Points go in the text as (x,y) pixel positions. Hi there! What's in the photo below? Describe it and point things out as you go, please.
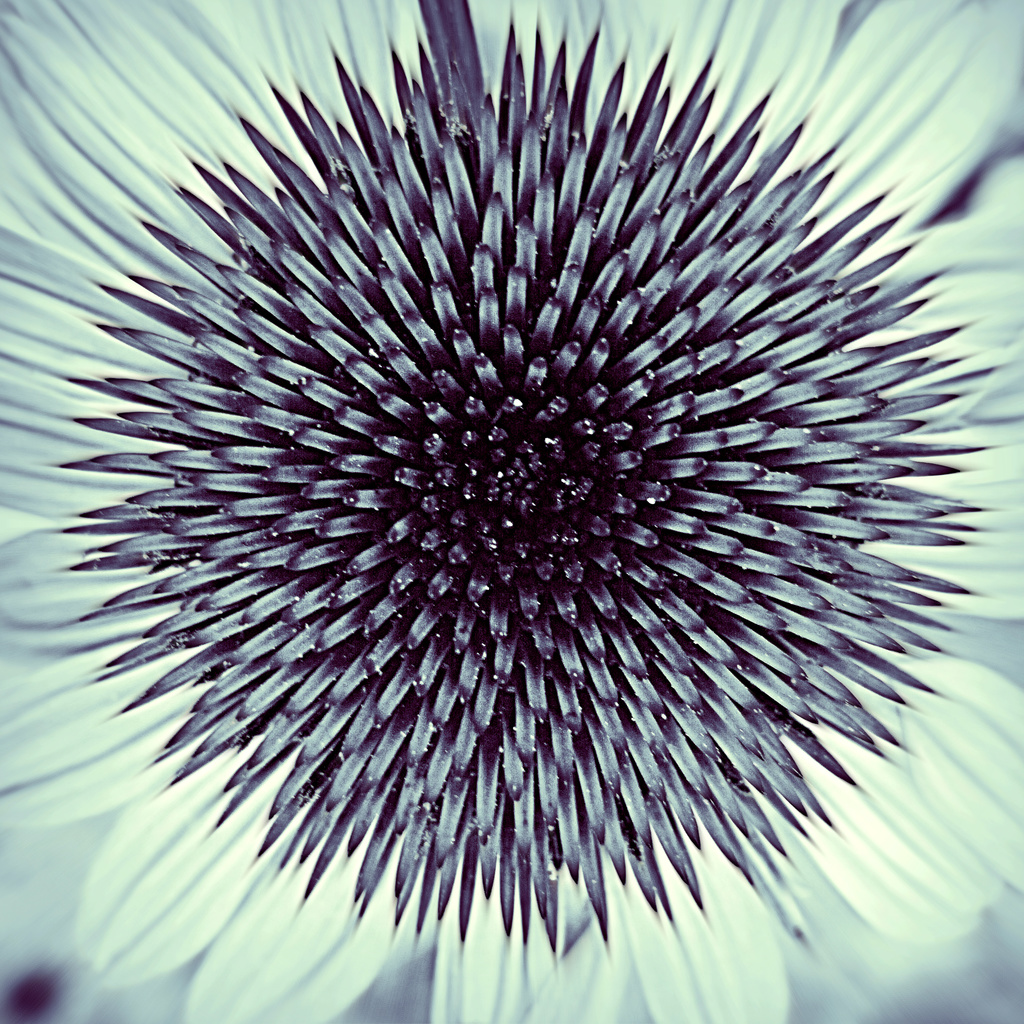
In this picture there is a coneflower (725,324) in the center of the image (379,491).
